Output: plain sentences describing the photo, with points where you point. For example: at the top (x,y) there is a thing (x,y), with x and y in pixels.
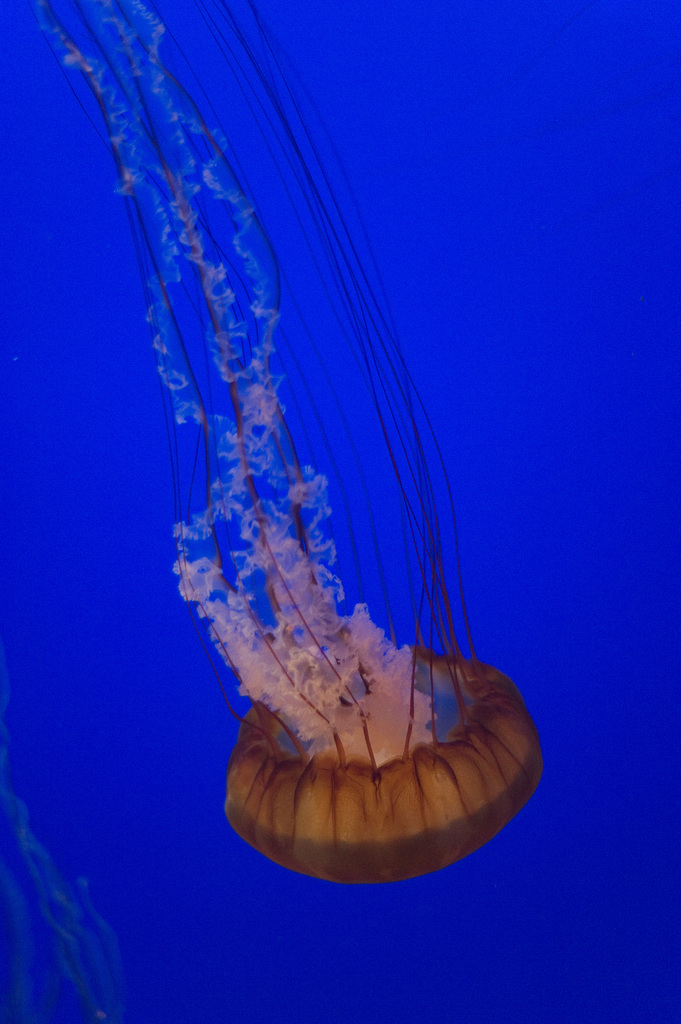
In this image I can see a Jellyfish (339,695) in the water (135,681).
